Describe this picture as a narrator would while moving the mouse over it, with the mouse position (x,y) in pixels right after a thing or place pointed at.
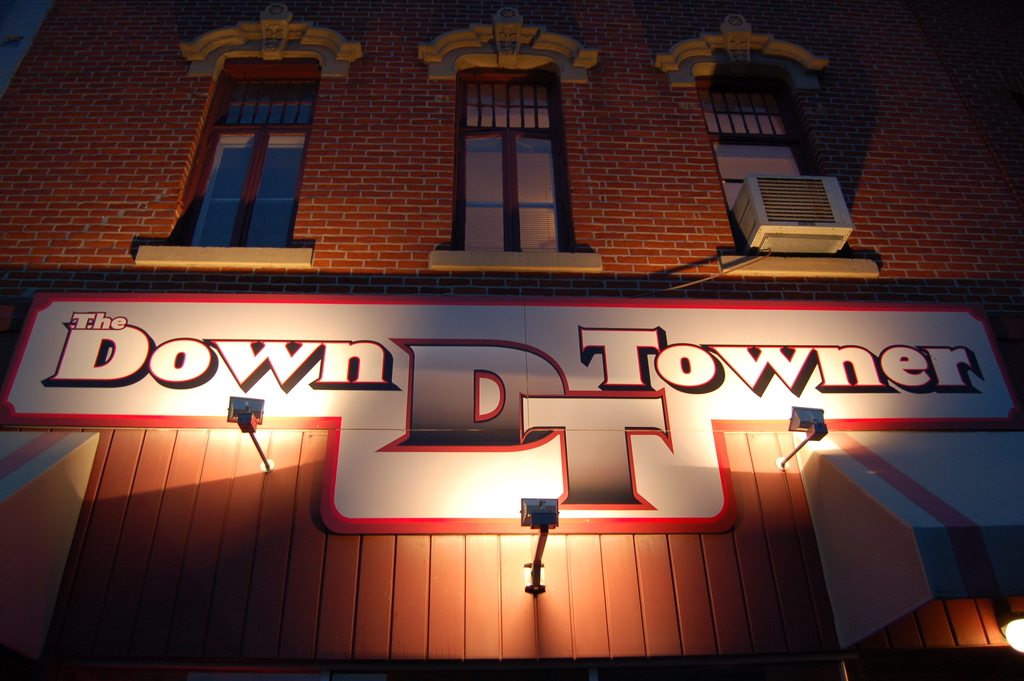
In this picture we can see a building (852,34), windows (525,94), board (718,327), lights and an object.
